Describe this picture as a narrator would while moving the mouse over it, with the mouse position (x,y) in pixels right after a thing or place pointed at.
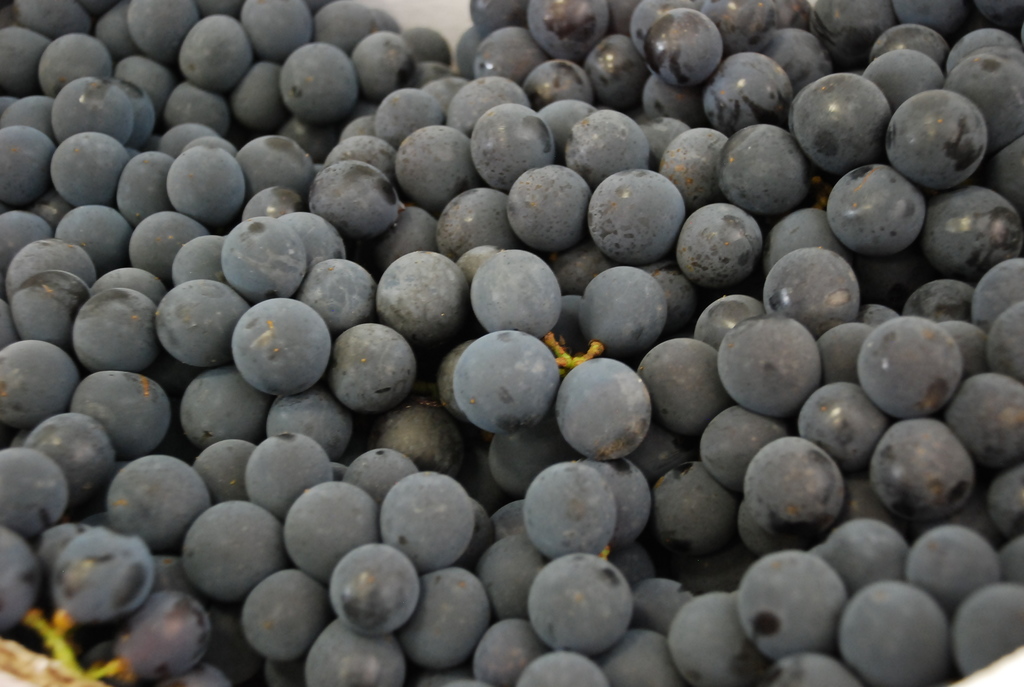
In this image there are fruits (472,289) that looks like black grapes (448,282).
